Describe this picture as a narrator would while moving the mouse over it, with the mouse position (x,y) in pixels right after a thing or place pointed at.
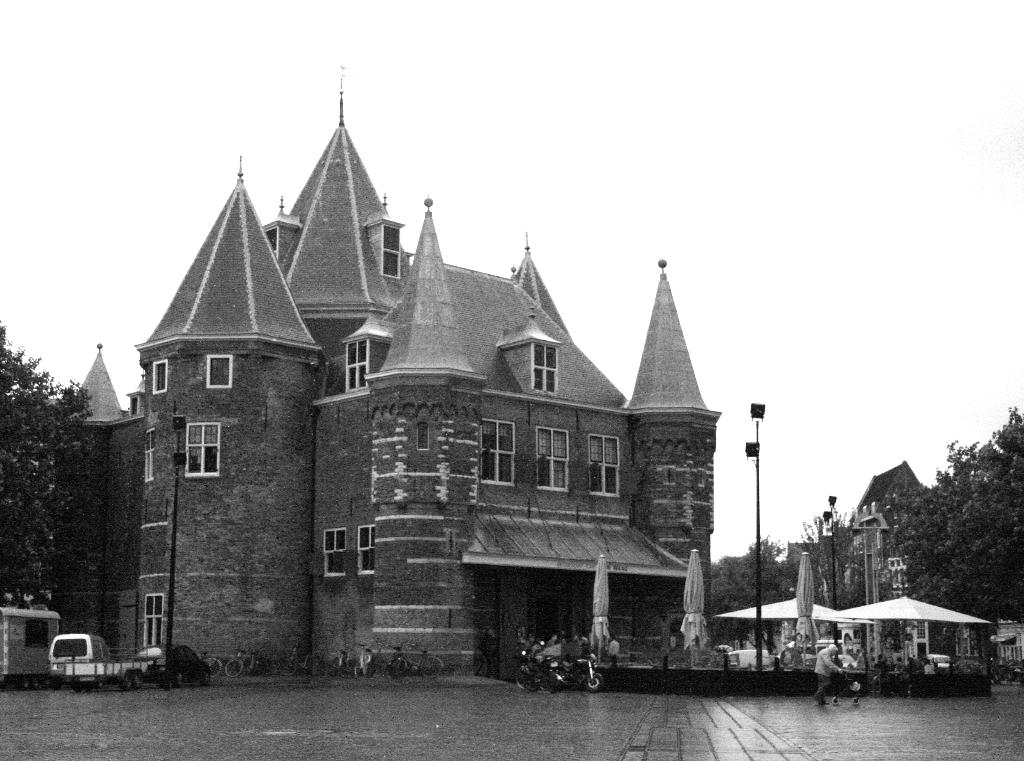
In this picture there is a building (346,298) in the center of the image (520,334), on which there are windows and there are cars (940,665) at the bottom side of the image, there are trees (968,604) on the right (957,576) and left side of the image (22,578).
